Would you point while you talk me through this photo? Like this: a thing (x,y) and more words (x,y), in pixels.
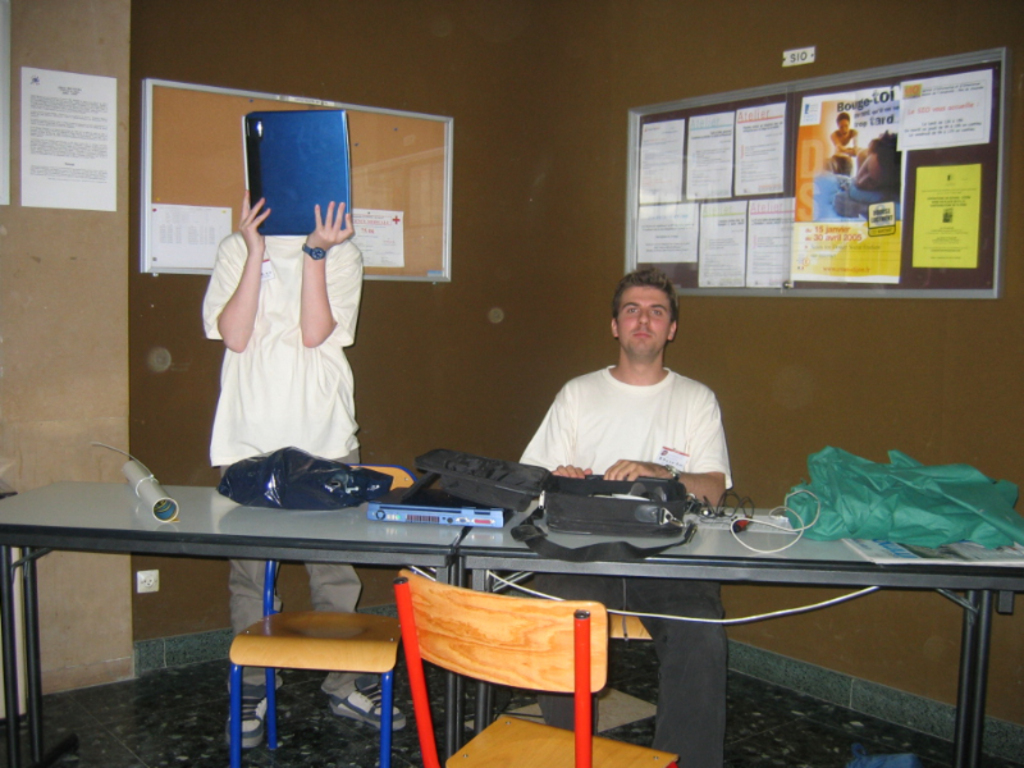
In this picture there is a boy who is sitting on a chair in front of a table (742,551) at the center of the image (662,290), there is a boy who is standing at the left side of the image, he is covering his face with a book (314,132) and there are boards (216,203) at the right (833,254) and left side of the image (277,99).
